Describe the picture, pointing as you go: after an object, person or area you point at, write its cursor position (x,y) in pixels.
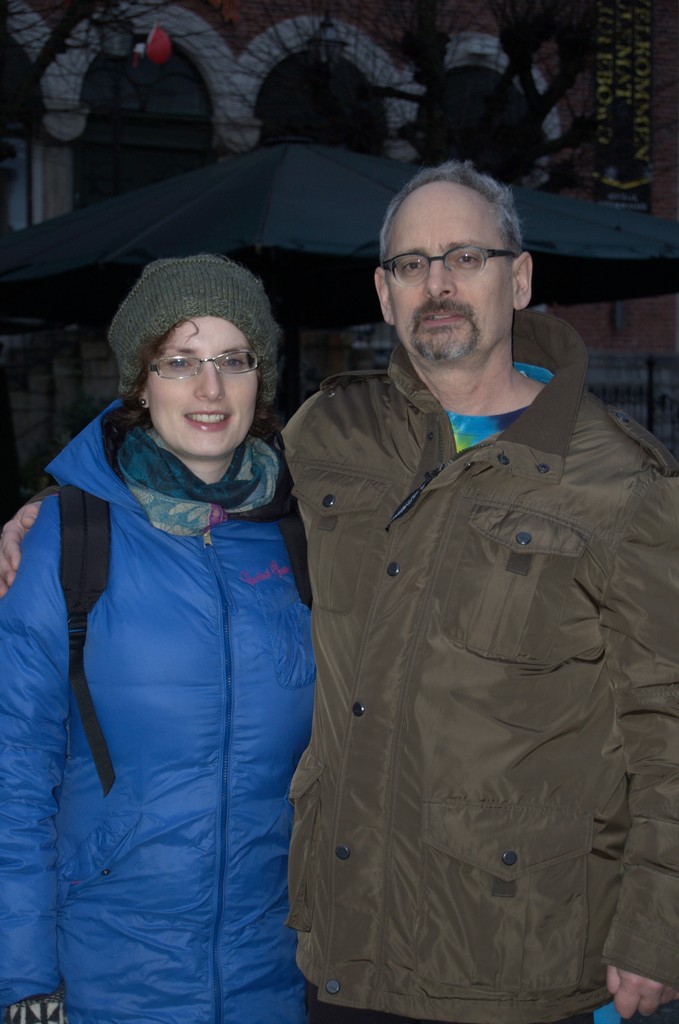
In this image we can see a man (354,653) and a woman (269,721) standing on the floor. In the background (247,22) there are buildings (182,98).
